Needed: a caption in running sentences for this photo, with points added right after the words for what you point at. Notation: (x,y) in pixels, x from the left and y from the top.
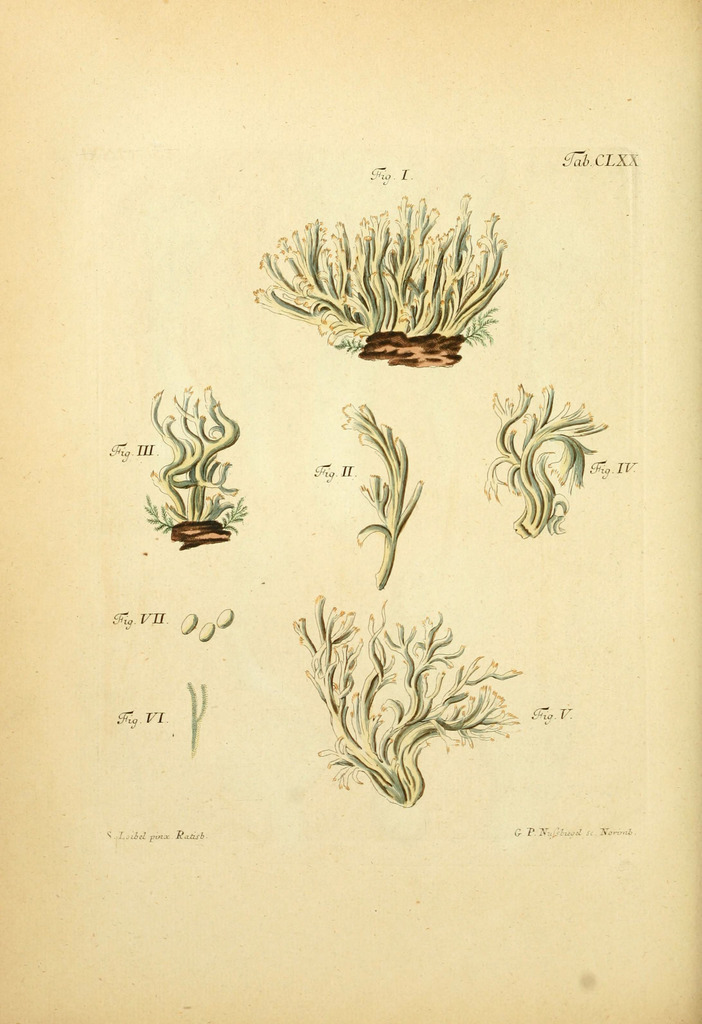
In this image I can see there is drawing (383,741) of plants (359,759) on the paper (284,489).
